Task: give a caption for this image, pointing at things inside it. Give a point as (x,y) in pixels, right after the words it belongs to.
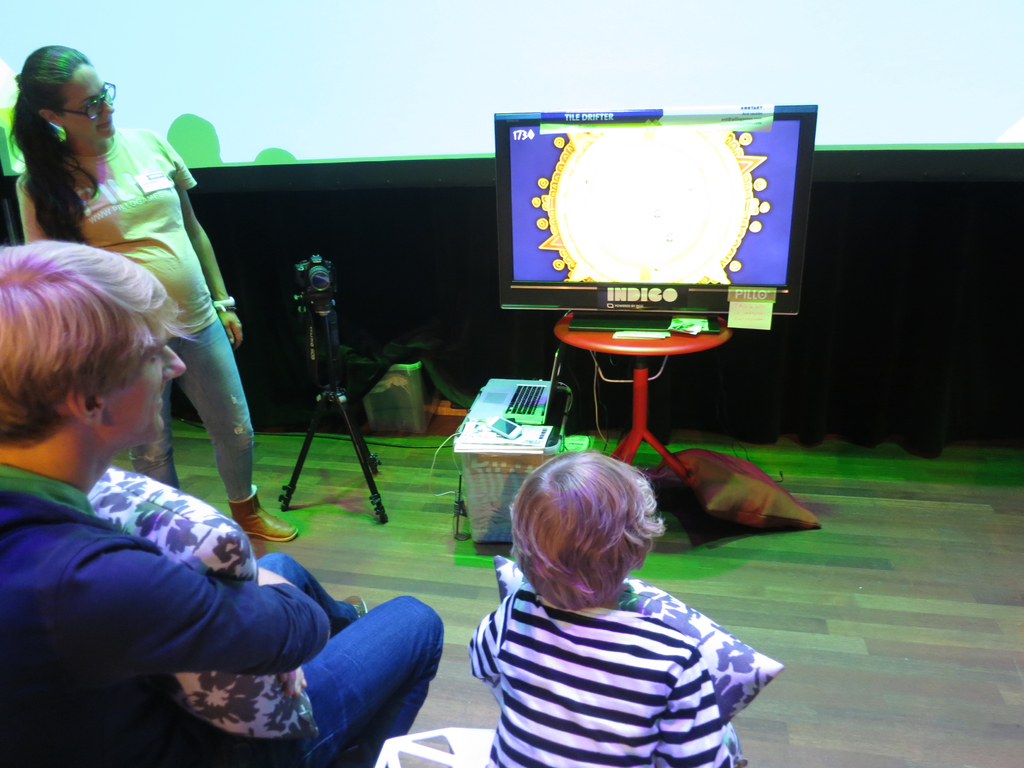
In this picture there is a man (57,267) and a small boy (498,759) sitting and holding a pillow (730,667) in their hands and they are watching the television (545,282).
